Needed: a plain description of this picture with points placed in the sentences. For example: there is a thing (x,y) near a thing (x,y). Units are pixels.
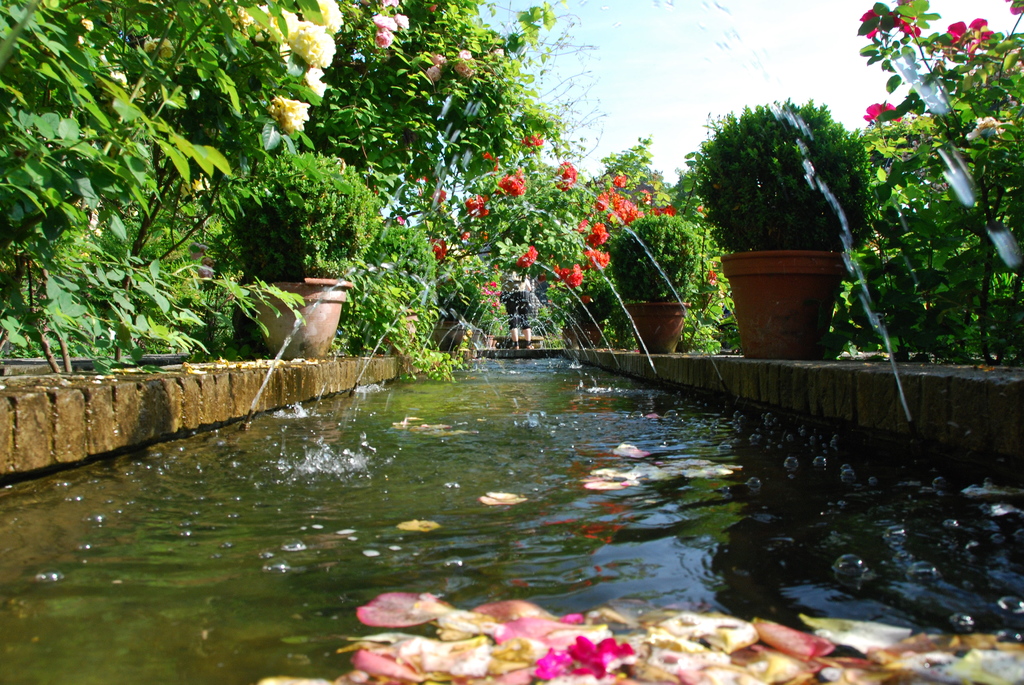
This is the picture of a place where we have some water (435,556) in which there are some flowers (518,637) and around we can see some plants (379,285) and trees (136,299) which has some flowers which are in different color.
